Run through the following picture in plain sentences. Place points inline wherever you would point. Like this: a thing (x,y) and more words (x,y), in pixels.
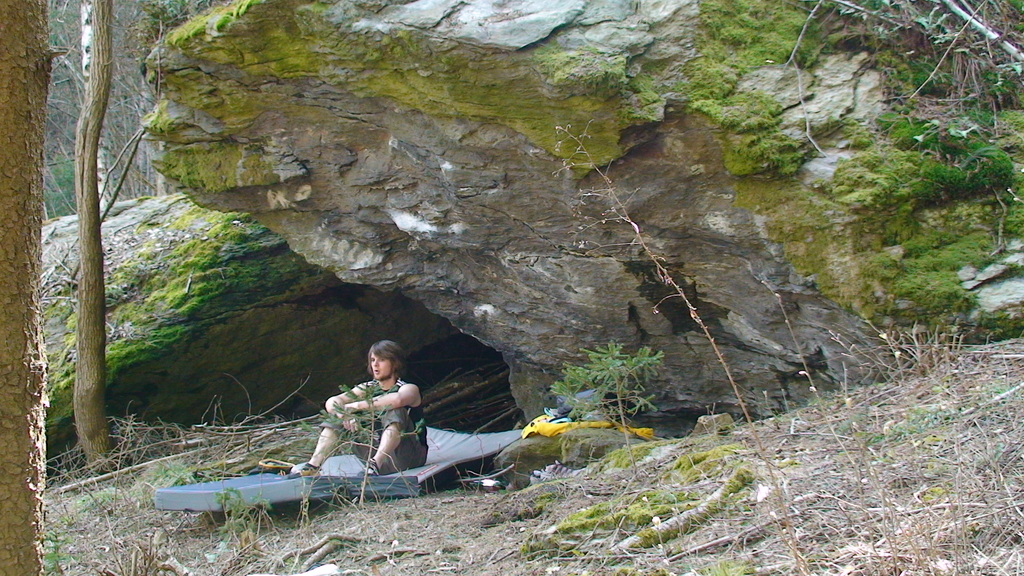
In this picture there is a man (373,385) sitting in the forest ground (274,548). Behind there is a rock mountain (338,206). On the left side (4,206) we can see the tree trunks (32,339). In the front (236,543) bottom side there is a dry grass (863,490) on the ground (747,523).
